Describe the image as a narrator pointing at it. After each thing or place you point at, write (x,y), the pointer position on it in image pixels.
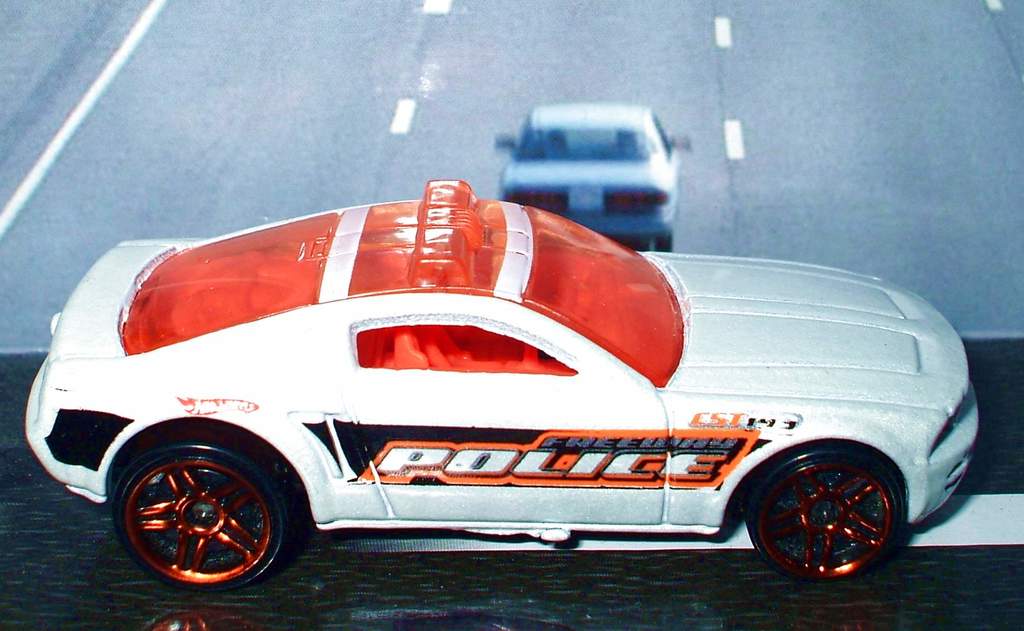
In this picture there is a toy car (478,461) which is placed on the table (448,596). Beside that it might be the television screen (641,140). In that screen (751,124) I can see the car (588,118) which is running on the road (782,110).
